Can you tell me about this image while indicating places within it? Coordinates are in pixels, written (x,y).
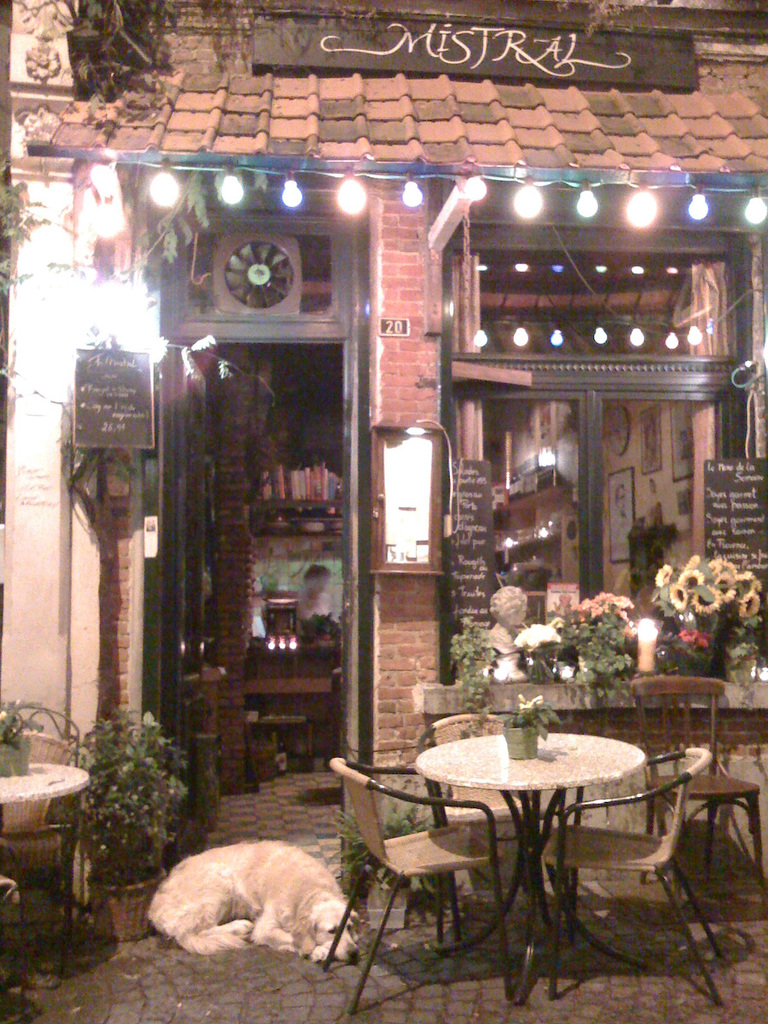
There is a store (439,471) which has tables (627,770), chairs (654,791) and flowers (706,642) in front of it and there is a dog (291,865) sleeping in front of the door (235,774).
